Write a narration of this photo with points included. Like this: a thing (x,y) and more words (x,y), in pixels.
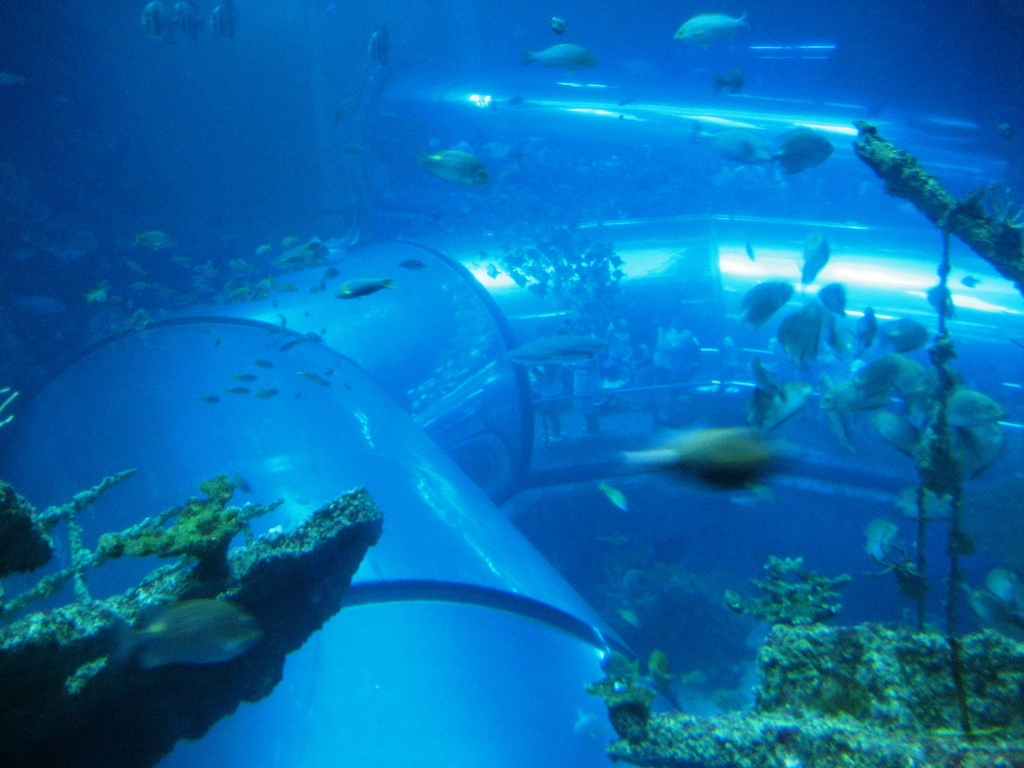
In this image I can see number of fishes (812,321), a pipeline (516,314) and I can see sea plants (732,767). I can also see this image is blue in colour.
